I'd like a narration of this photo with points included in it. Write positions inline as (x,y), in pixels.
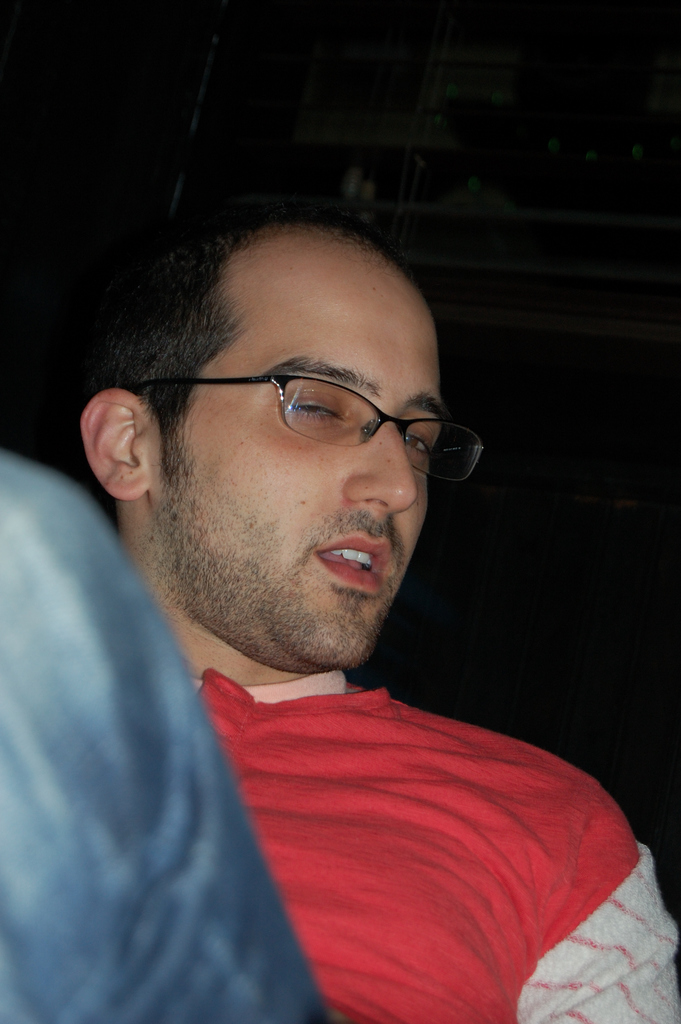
In this picture I can see a man (312,476) with spectacles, and there is dark background (340,6).
